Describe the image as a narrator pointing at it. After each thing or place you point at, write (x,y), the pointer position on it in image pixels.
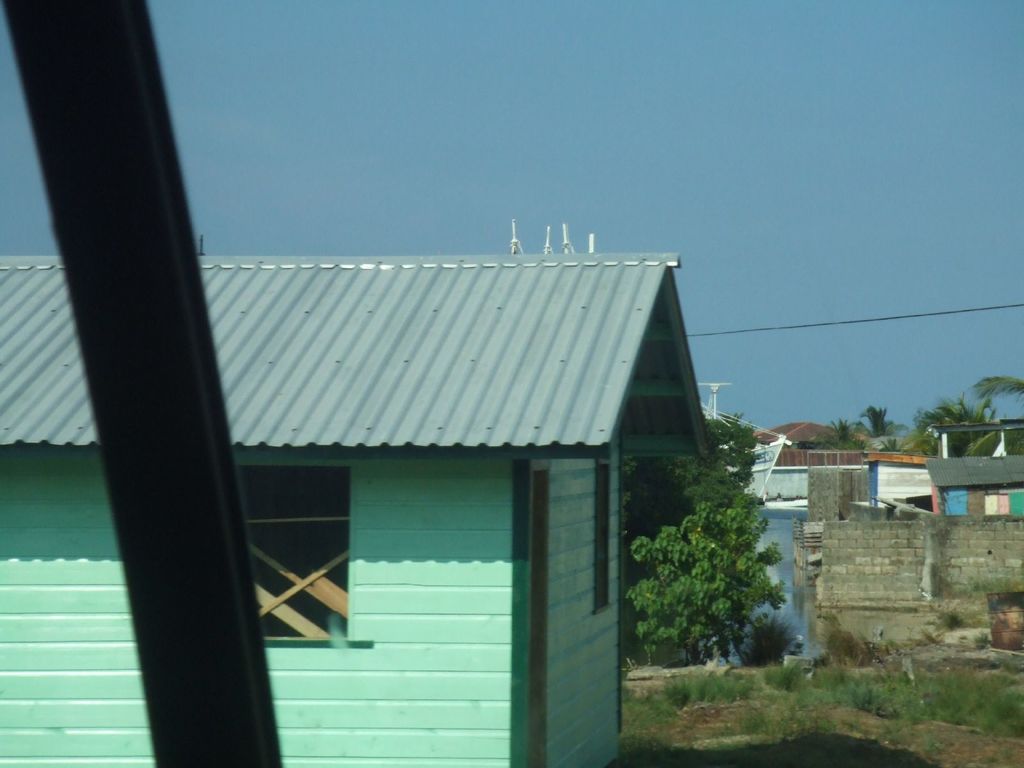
In the picture we can see many houses (980,460), the wall (911,573), trees (715,598), grass (936,690) on the ground (860,754) and the plain sky (895,191) in the background (952,215).
